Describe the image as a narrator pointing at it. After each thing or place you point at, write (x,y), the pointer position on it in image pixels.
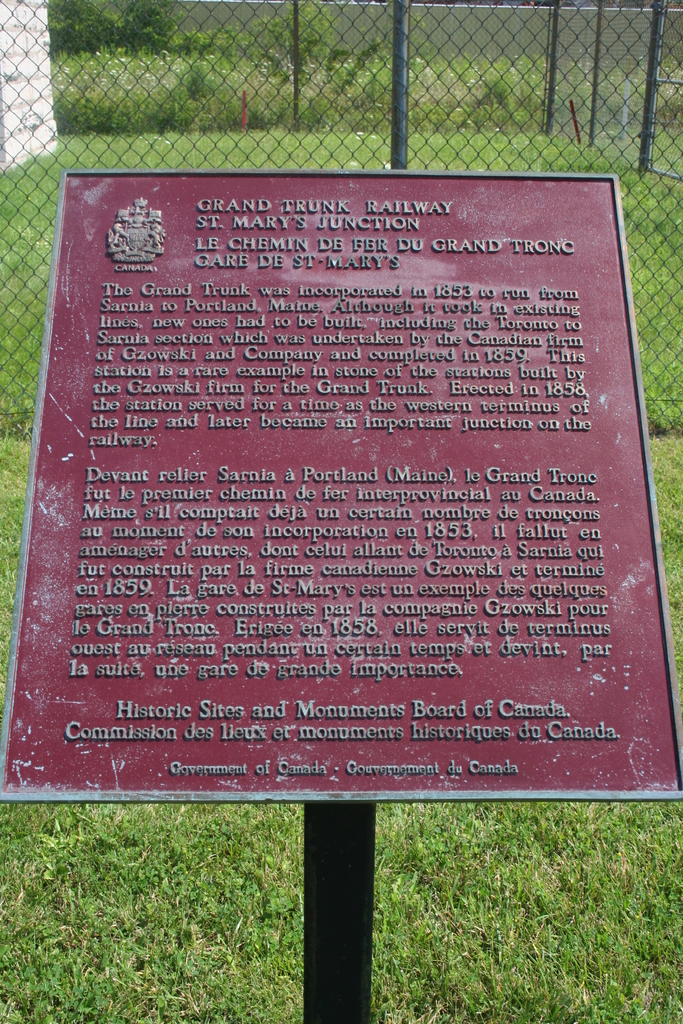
There is a board (184,617) on which, there are texts (422,202). And this board (364,653) is attached to the black color pole (336,844). In the background (157,909), there is grass (115,885) on the ground (100,874), there is a fencing (146,93) and there are plants (195,32).
